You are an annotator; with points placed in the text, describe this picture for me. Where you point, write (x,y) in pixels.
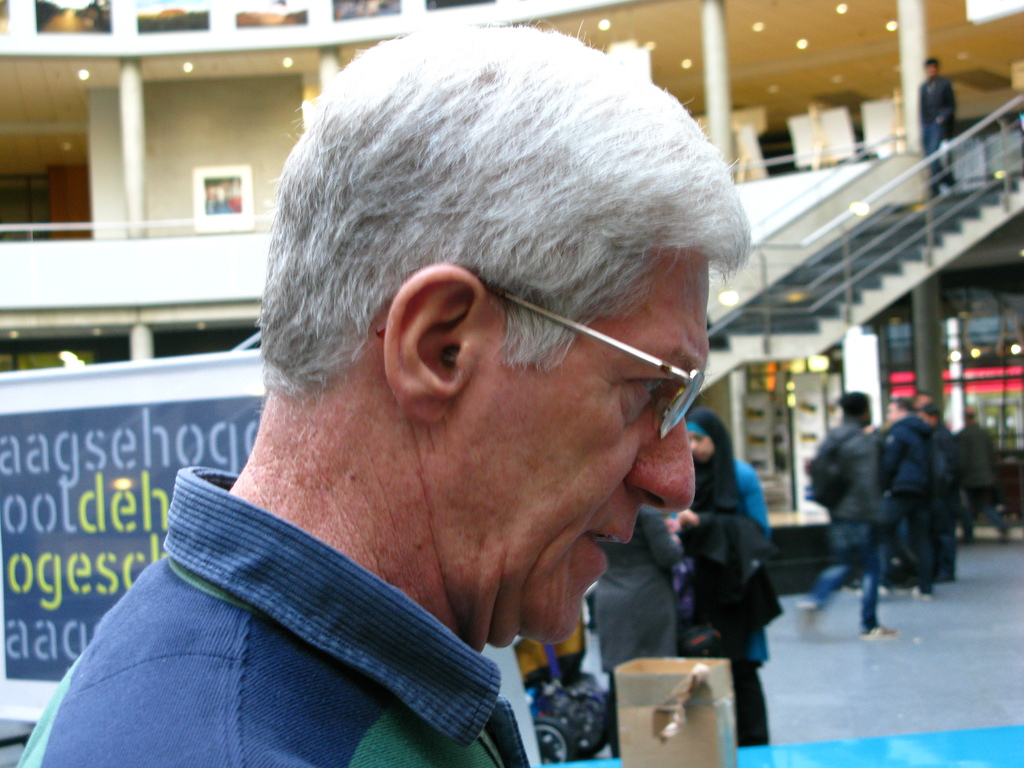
In this image I can see a person (425,463) wearing blue and green colored dress (335,669) and spectacles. In the background (940,501) I can see few persons (752,478) standing on the floor (877,649), few stairs (753,341), the railing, the building (207,79), few pillars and few lights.
